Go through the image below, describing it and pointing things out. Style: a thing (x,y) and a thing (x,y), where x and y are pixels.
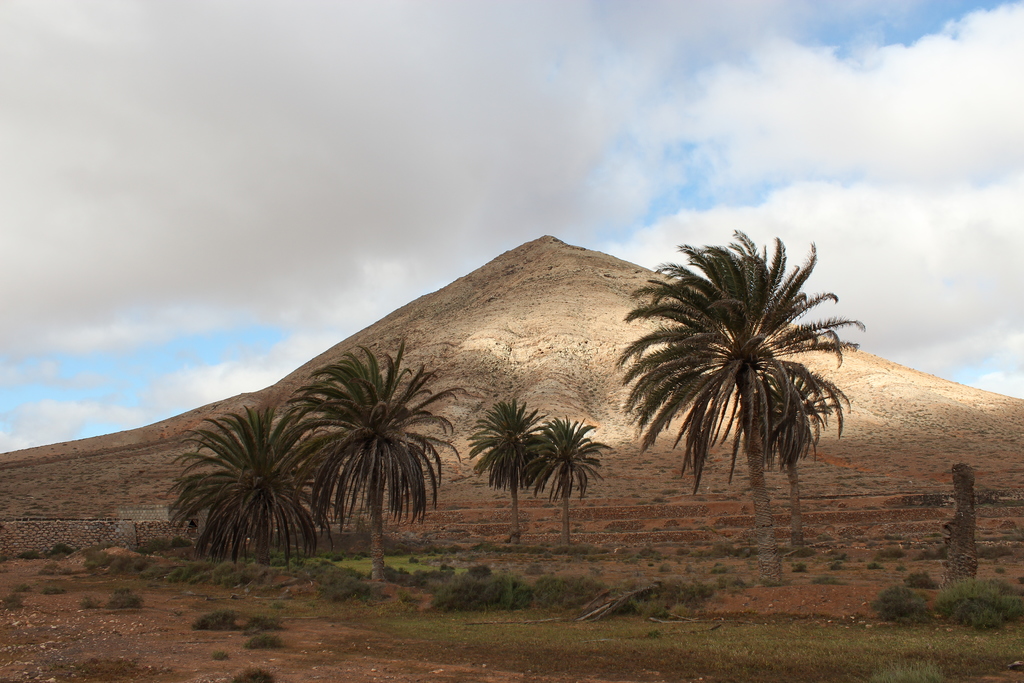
In this image there are few trees (482,437), plants (522,575), stones (97,637), grass (574,652), a mountain (504,370), stone wall (46,542) and some clouds (424,277) in the sky (580,235).
